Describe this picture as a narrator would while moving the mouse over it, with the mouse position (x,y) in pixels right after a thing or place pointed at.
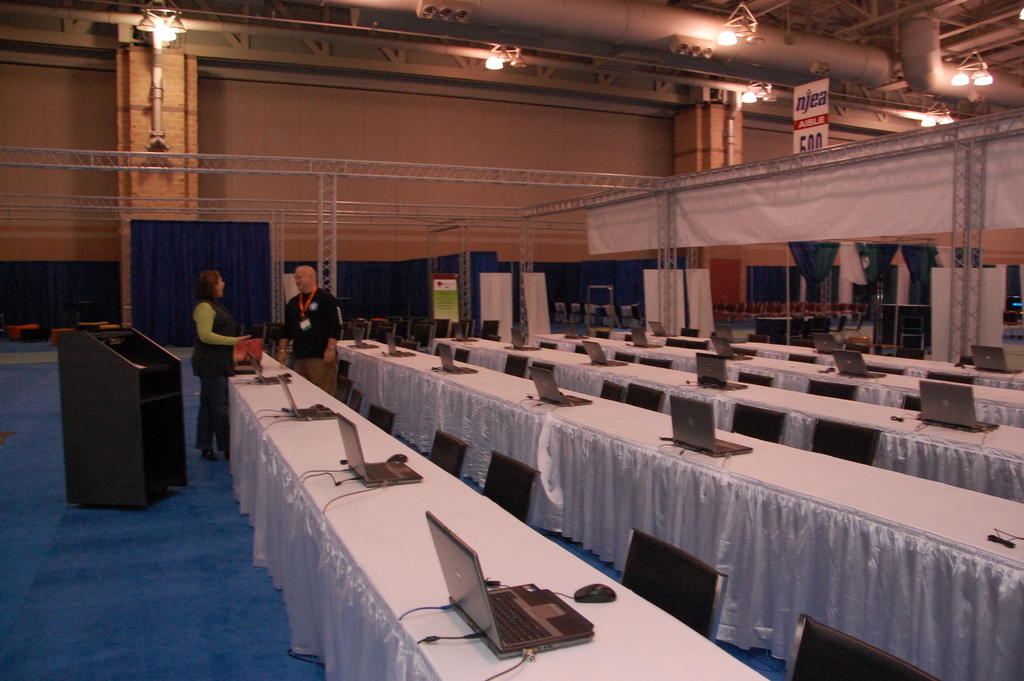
In this image we can see two people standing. There are tables (634,465) and we can see laptops (526,629) placed on the tables (601,423). On the left (75,462) there is a podium (180,485) and we can see chairs (799,669). In the background (266,244) there are curtains (367,281) and wall (347,134). There is a board (797,109). At the top (175,21) there are lights (163,24).
